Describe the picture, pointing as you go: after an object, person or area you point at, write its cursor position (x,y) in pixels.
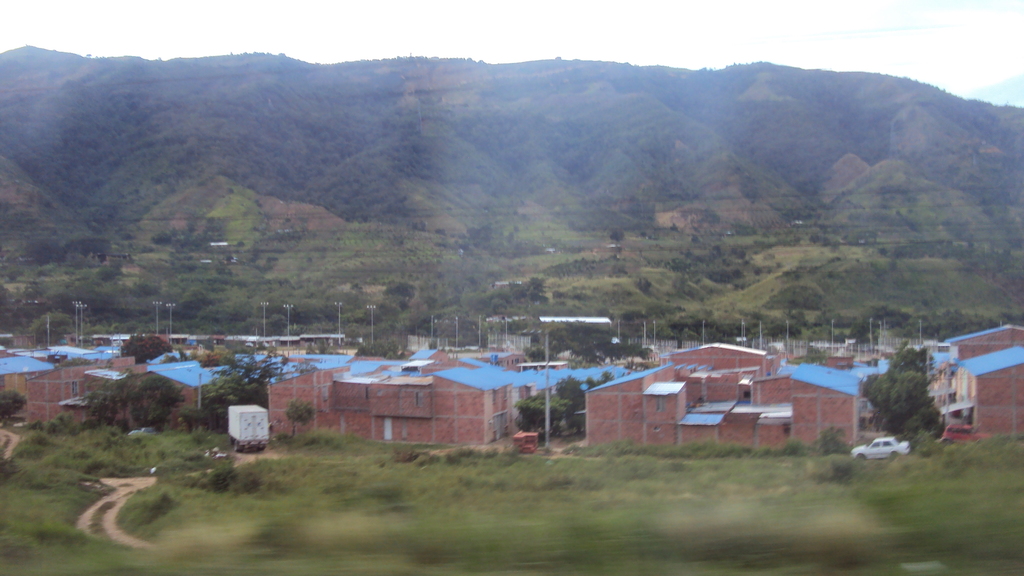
In this picture we can see houses (992,363), vehicles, poles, trees (561,417), mountains (25,155) and in the background (267,16) we can see the sky (933,63).
